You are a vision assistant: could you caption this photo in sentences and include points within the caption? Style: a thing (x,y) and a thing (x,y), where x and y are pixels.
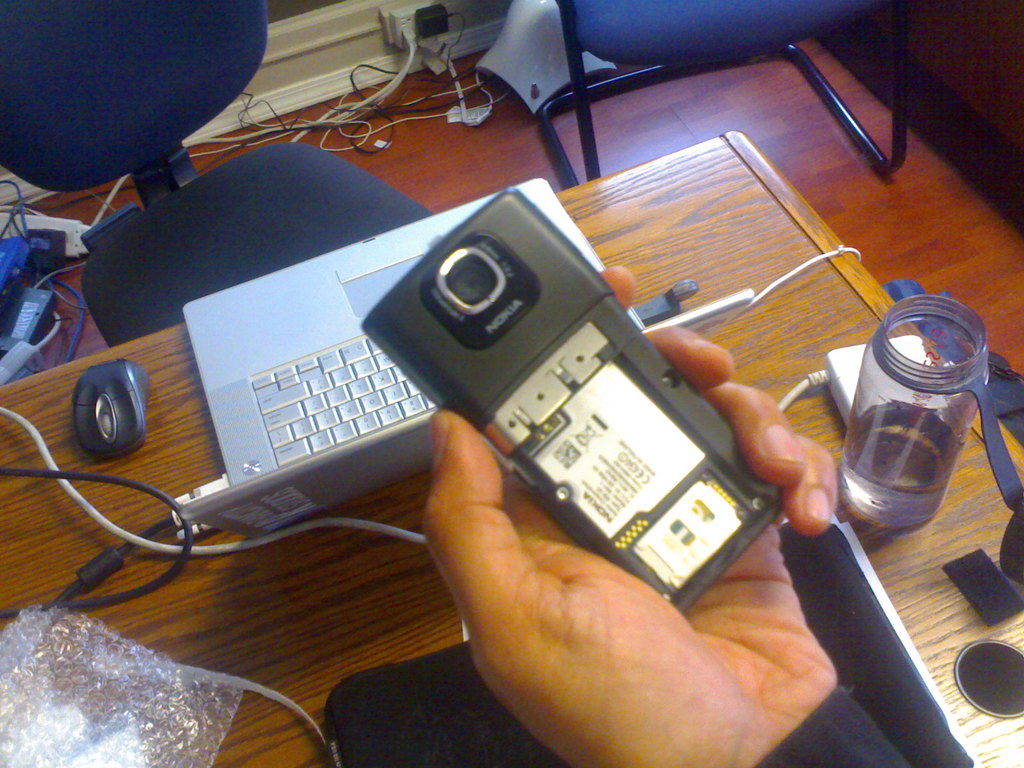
In this image I can see a table (282,627) and there are two chairs (349,178) beside it. On the table (370,596) there is laptop (297,481), mobile (495,389), glass (871,396), connector (848,404) are there. On the bottom of the image (662,669) I can see a person's hand (527,595) holding a mobile (532,401). On the top of the image (391,31) there is a small switch board (400,20).
